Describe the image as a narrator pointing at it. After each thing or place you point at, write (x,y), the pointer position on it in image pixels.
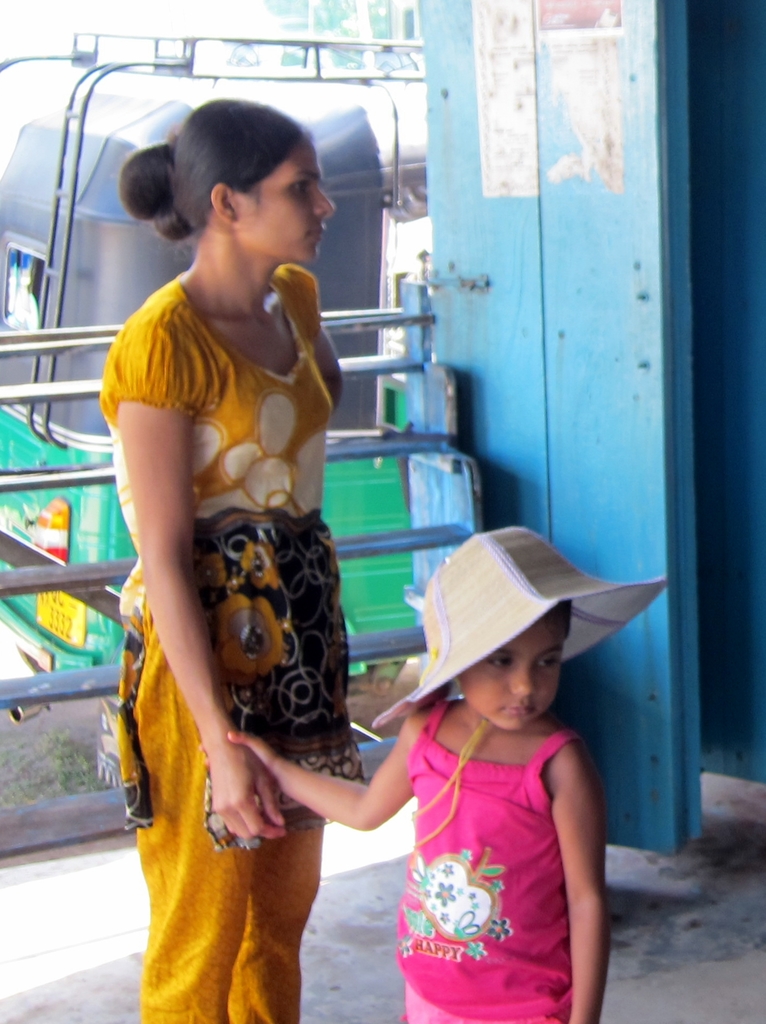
In this image we can see a woman (261,893) and child (460,884) standing on the floor (373,868). in the background (372,309) we can see an iron grill (391,323) and a motor vehicle (70,140).
